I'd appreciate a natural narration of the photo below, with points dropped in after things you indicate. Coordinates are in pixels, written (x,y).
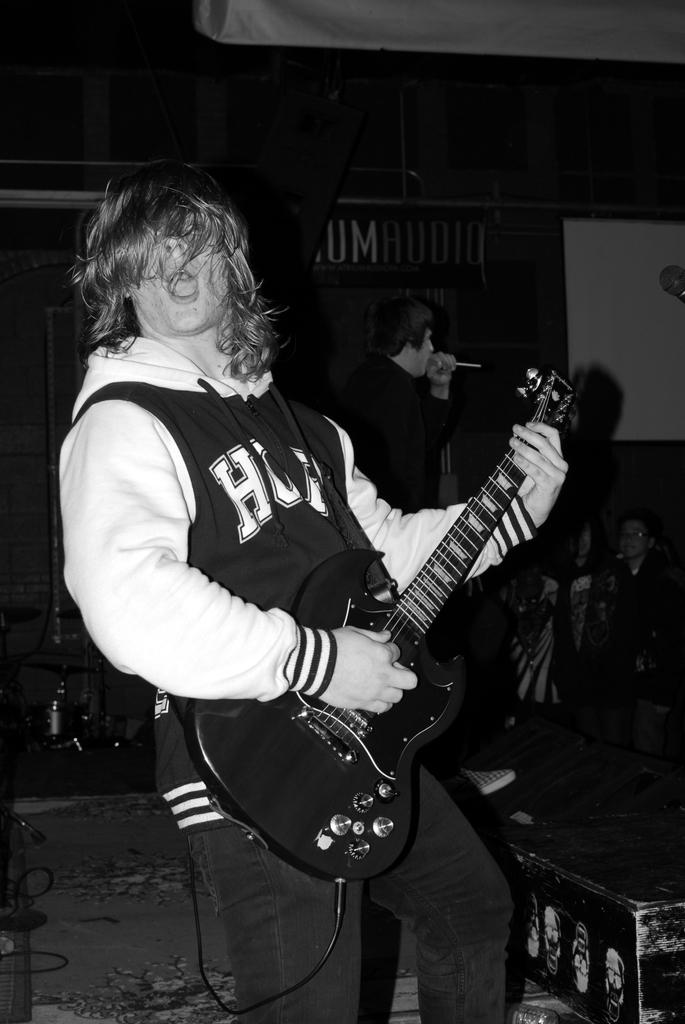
This is a black and white picture. The man (224,552) is holding a guitar (321,760) and singing a song and background of the man (272,510) there is other person (414,382) holding a microphone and singing a song and a wall (513,316).
